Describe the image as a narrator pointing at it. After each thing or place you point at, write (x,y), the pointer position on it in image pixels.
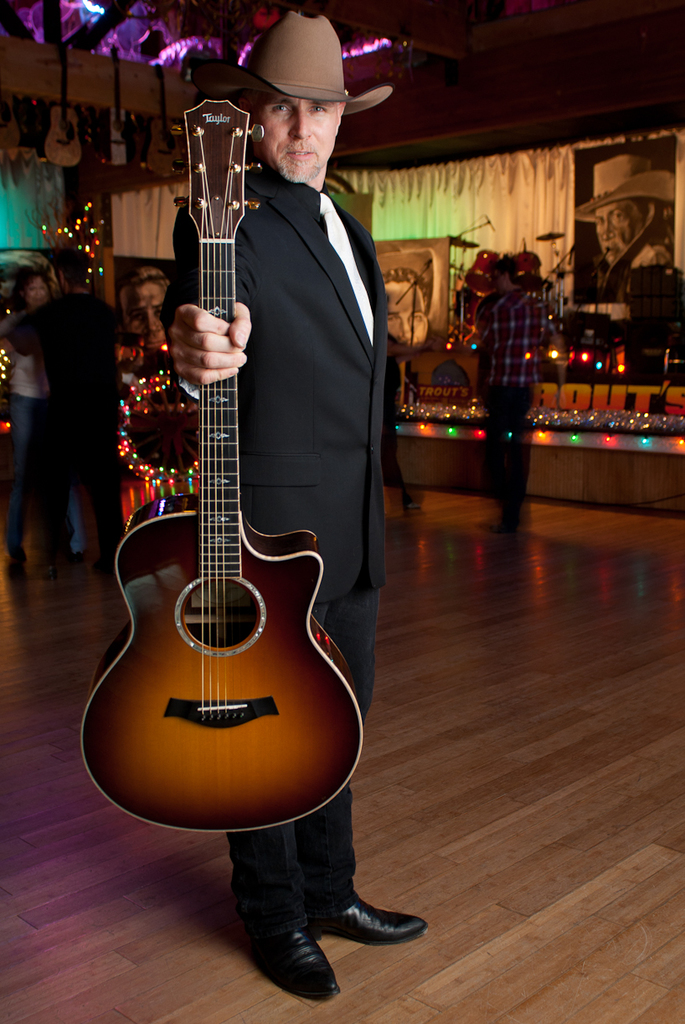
This picture shows a man (303,395) wearing a suit (286,498) and a hat (301,72) on his head (290,148) holding a guitar (229,184) in his hand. In the background (505,215) there are some lights (479,414) and a curtain (481,209). We can observe some photo frame (604,223) attached to the wall (616,250) here. There are some people (37,383) standing on the left side (37,418).
